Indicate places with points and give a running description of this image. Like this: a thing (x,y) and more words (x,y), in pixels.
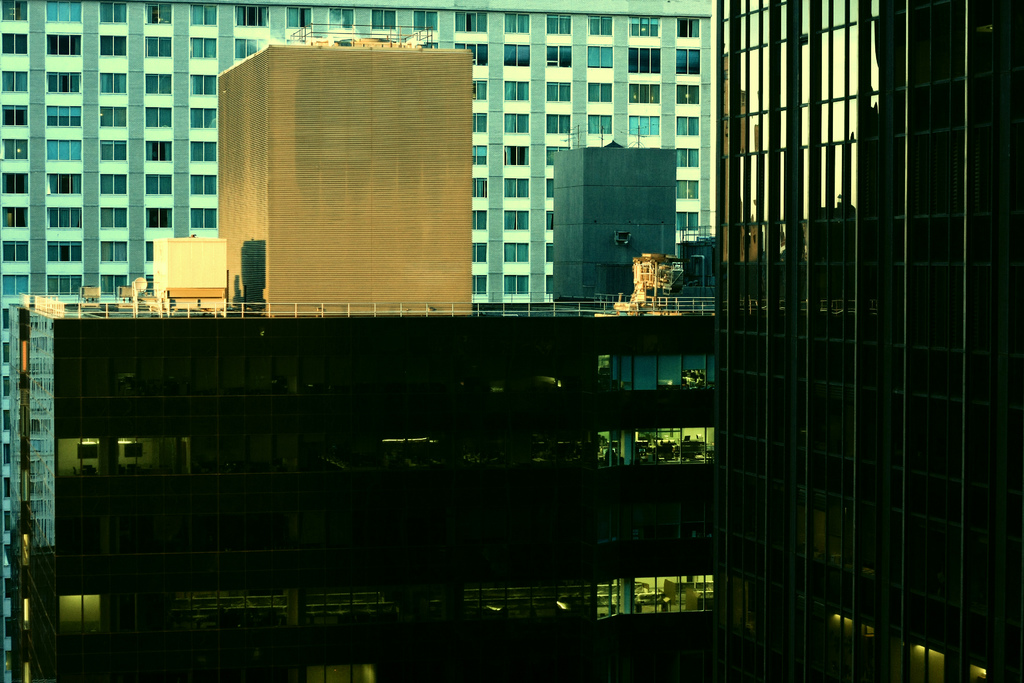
In this picture we can see buildings (137,166) with windows (119,222), railings (42,300), curtains (118,87), lights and some objects (646,293).
